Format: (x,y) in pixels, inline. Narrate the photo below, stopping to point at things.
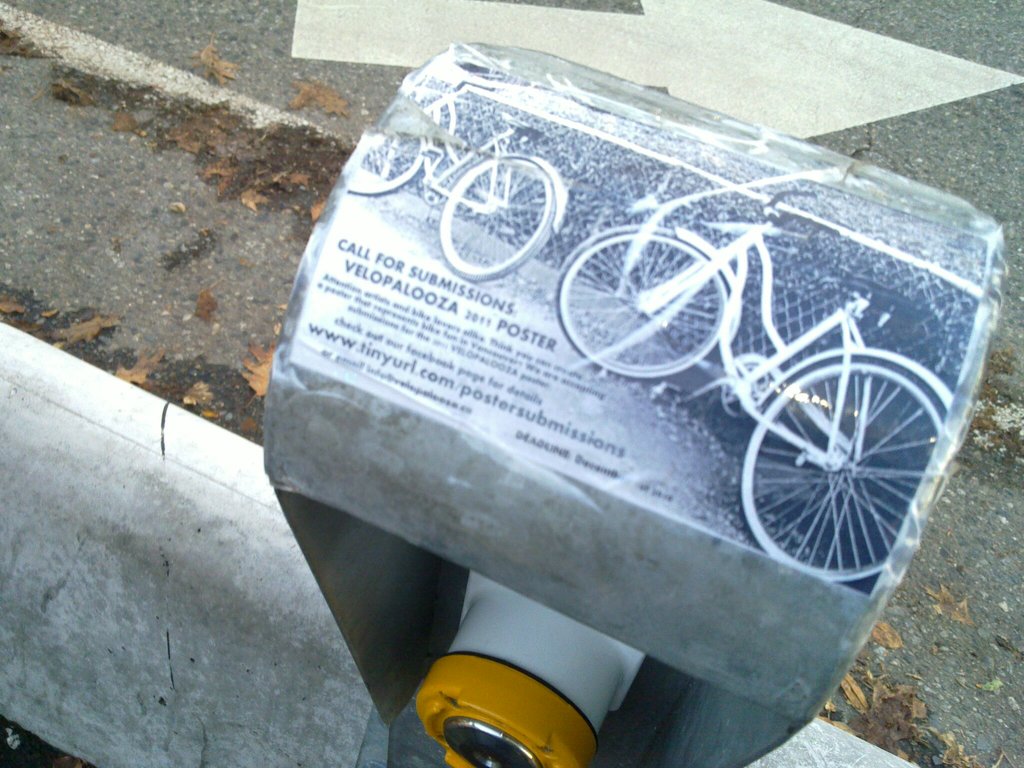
In this image there is a poster (604,259), machine (466,716), arrow symbol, road (188,181) and dried leaves (199,127). Something is written on the poster (402,334).
